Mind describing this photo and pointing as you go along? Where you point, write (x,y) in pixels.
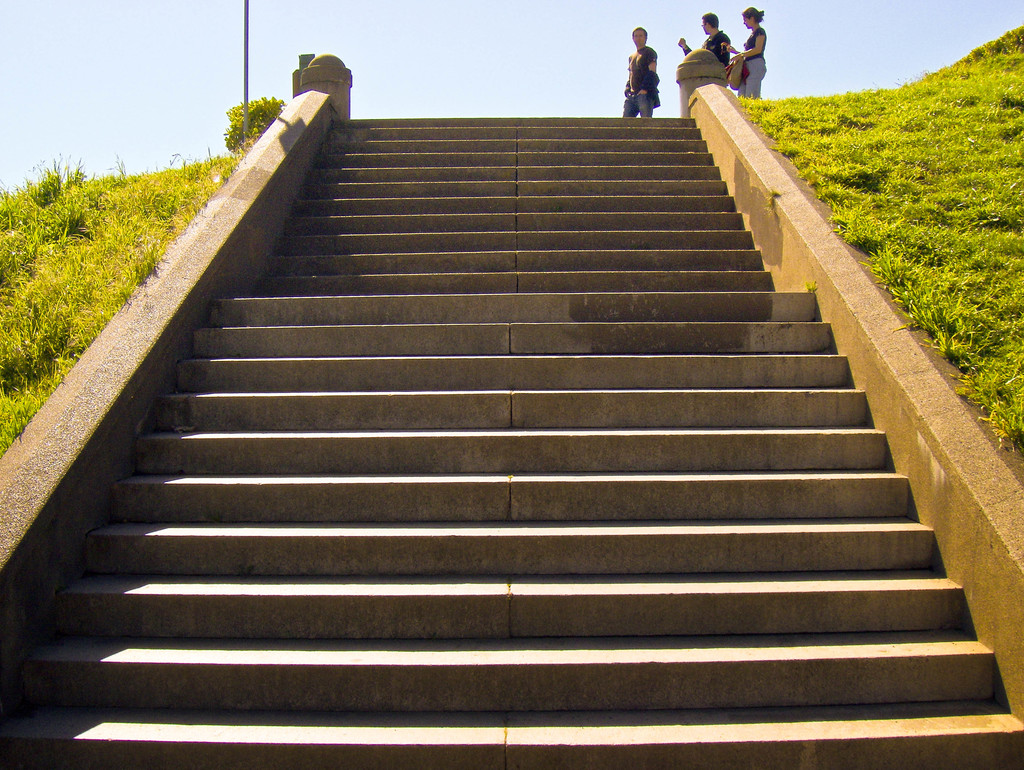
In this picture I can see stairs (506,308), there is grass (106,229), there are plants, there are three persons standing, and in the background (502,46) there is sky (495,46).
